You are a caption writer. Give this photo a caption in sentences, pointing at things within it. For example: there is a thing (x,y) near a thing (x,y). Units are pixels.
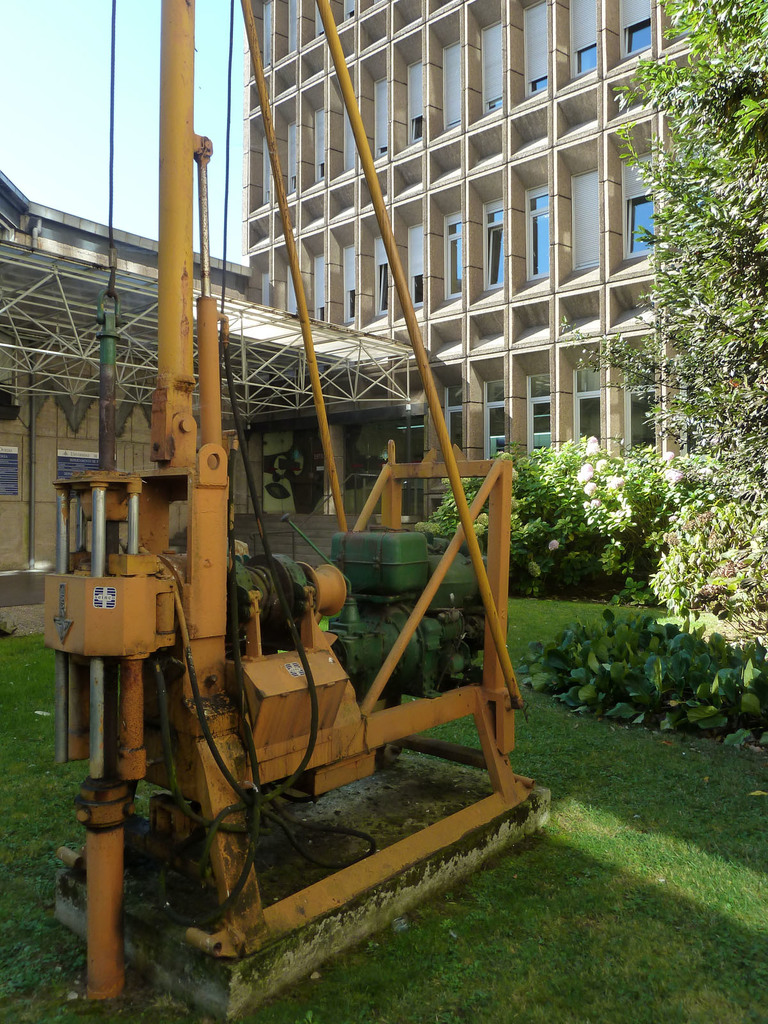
In this picture we can see a machine (120,889) on the grass (578,878). There are a few plants (614,622) on the right side (622,574). We can see the buildings (31,297) in the background (465,356).
